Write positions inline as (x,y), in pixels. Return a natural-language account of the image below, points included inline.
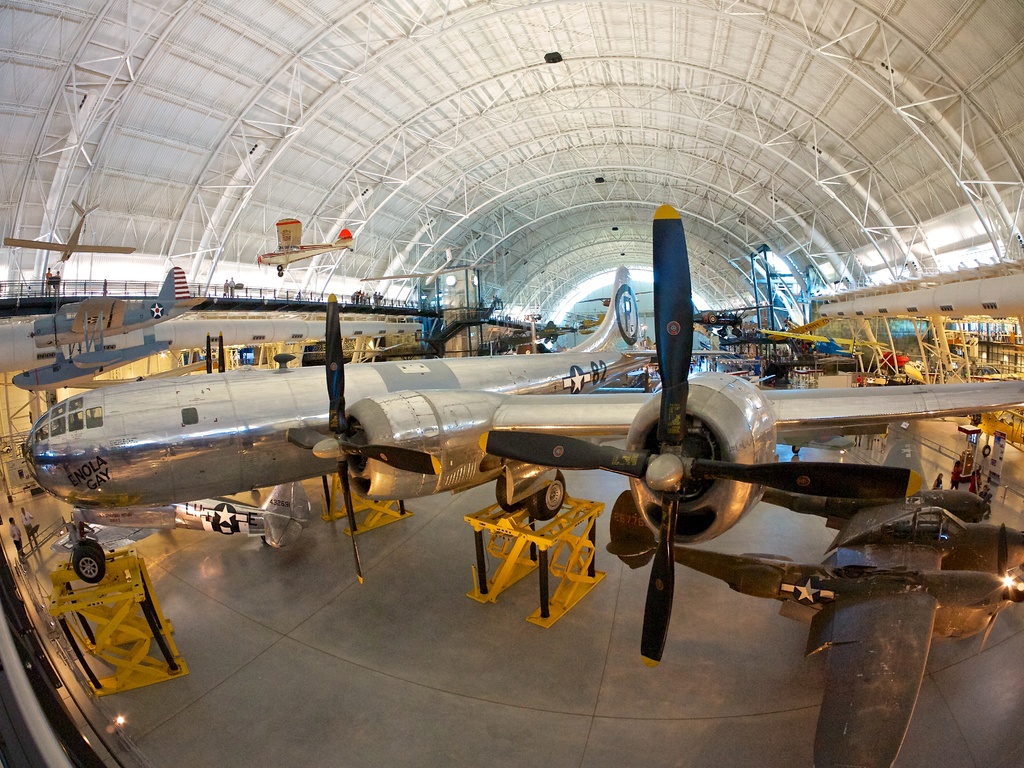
There are many planes (400,378) with logos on that. On the ground (312,603) there are yellow color stands (116,594). On the ceiling (323,119) there are rods (460,125).
